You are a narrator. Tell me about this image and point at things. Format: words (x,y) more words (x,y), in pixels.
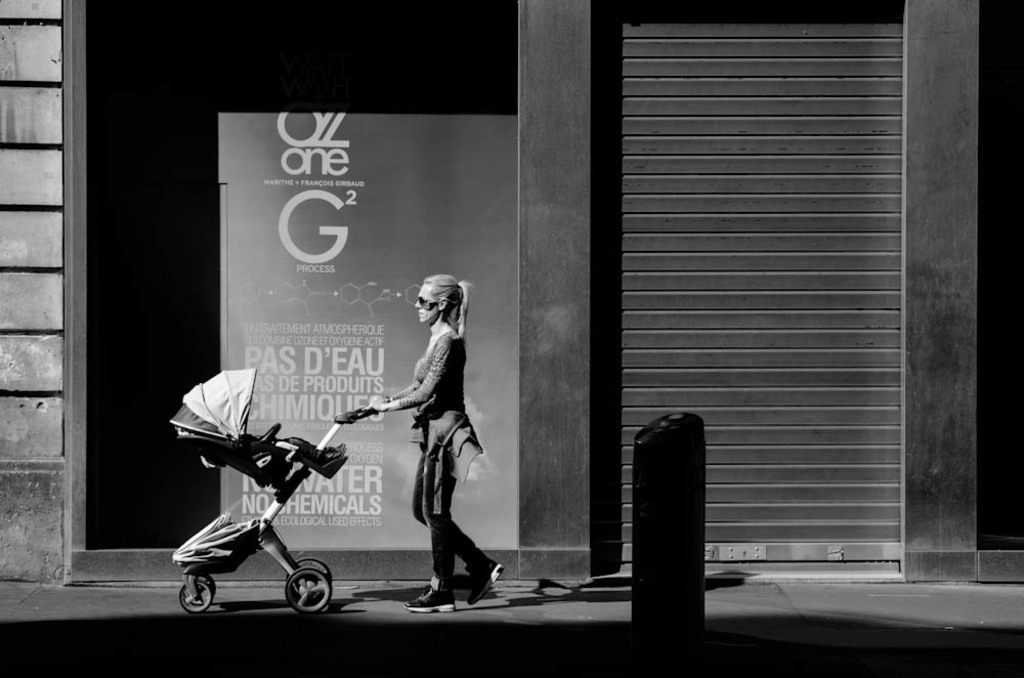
In this image I can see a person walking and the person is holding a trolley (321,583). Background (765,187) I can see a building (32,296) and the image is in black and white.
